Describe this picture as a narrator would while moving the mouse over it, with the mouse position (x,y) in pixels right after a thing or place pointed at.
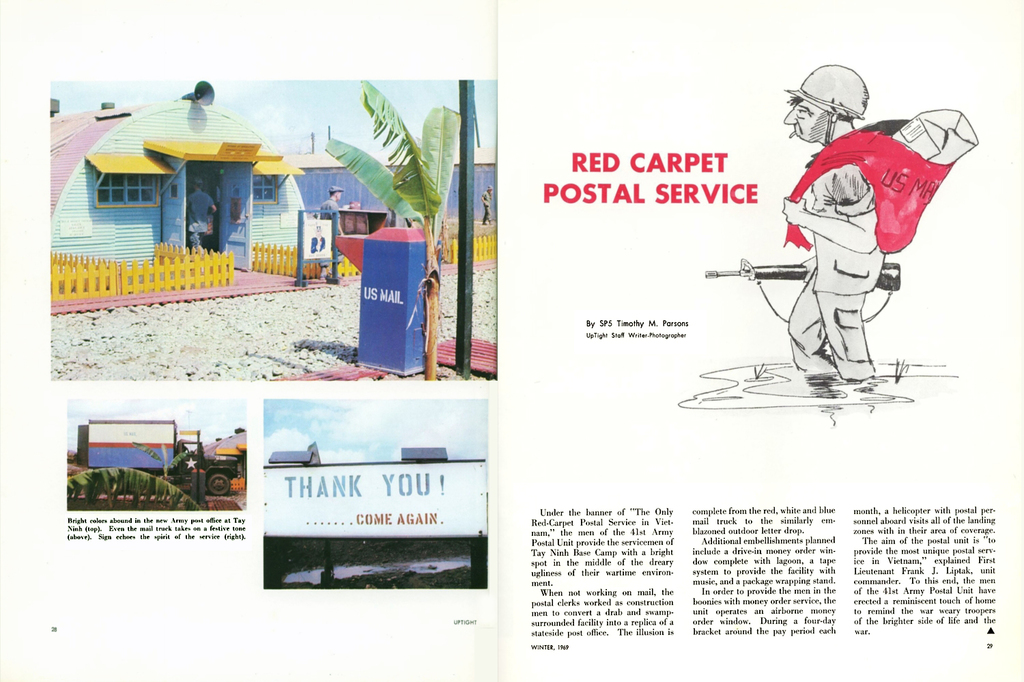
This is a collage image. In one image I can see the hut (89,213) with windows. And I can see few people (192,214) and I can also see the plant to the side of the mailbox (375,323). In another image I can see the text (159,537) and I can see the clouds (366,414) and the sky (267,462). To the right (733,596) I can see the article (740,540) and I can see the person's print (818,267) to the side. I can also see the name red carpet postal service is written on it.
